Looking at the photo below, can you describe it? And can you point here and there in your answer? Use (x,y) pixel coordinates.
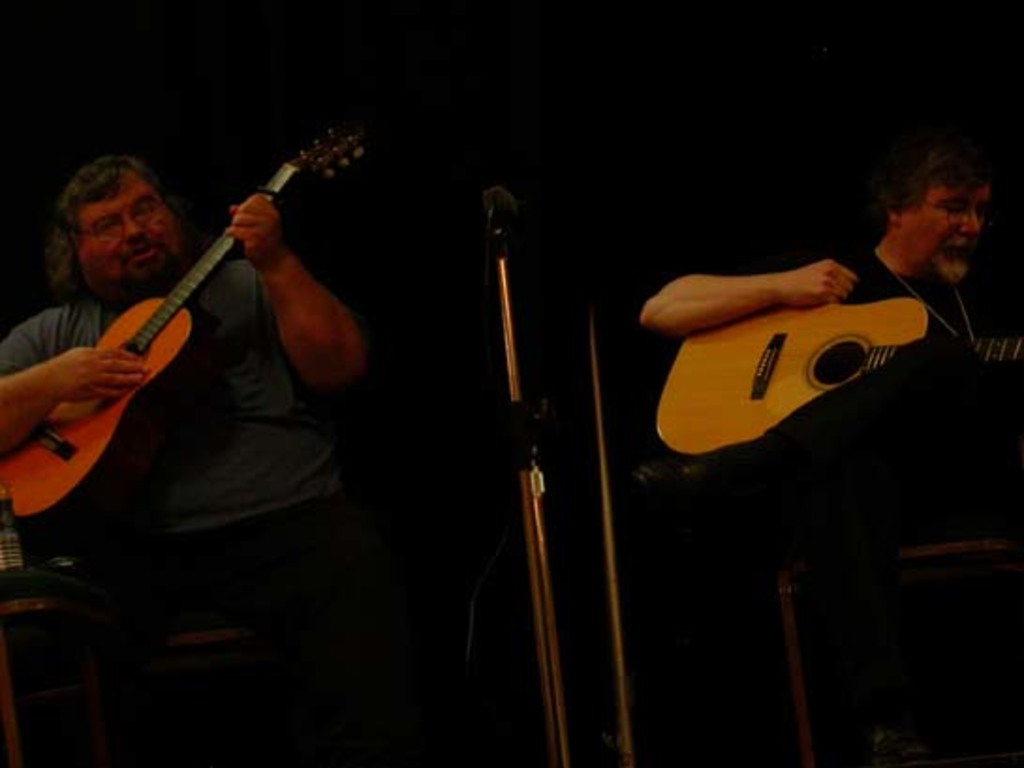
In the picture there are two person (899,263) sitting and playing guitar (128,333) there is a microphone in front of them.
